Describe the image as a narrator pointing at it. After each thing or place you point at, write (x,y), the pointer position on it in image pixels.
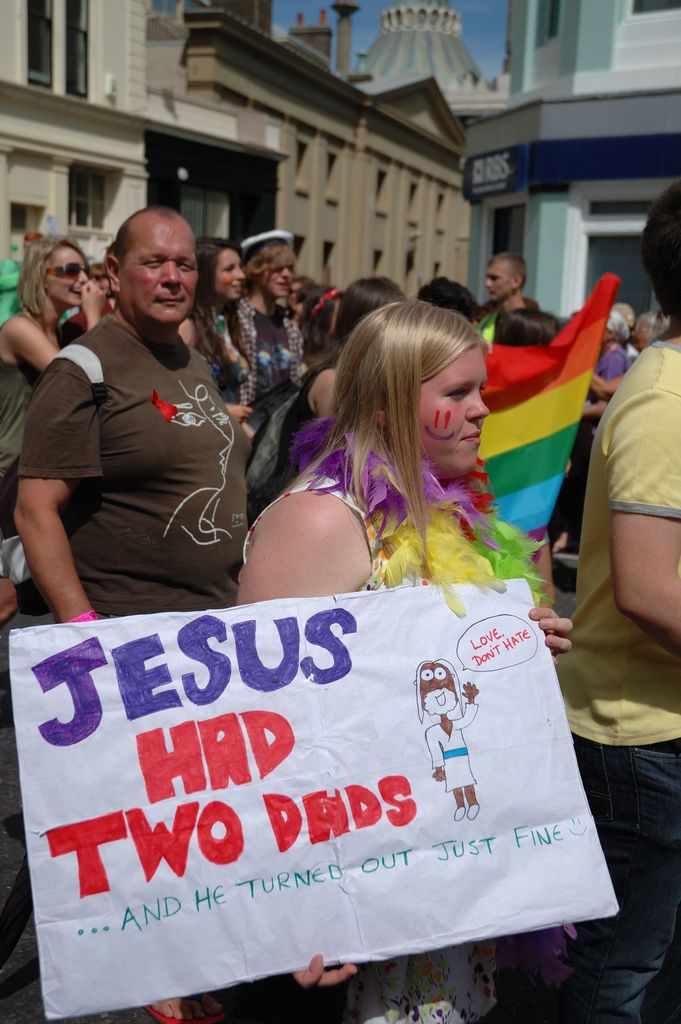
In this image, we can see group of people (518,314) in front of buildings (404,110). There is a person (452,389) in the middle of the image (332,466) holding a placard (390,683) with her hands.
